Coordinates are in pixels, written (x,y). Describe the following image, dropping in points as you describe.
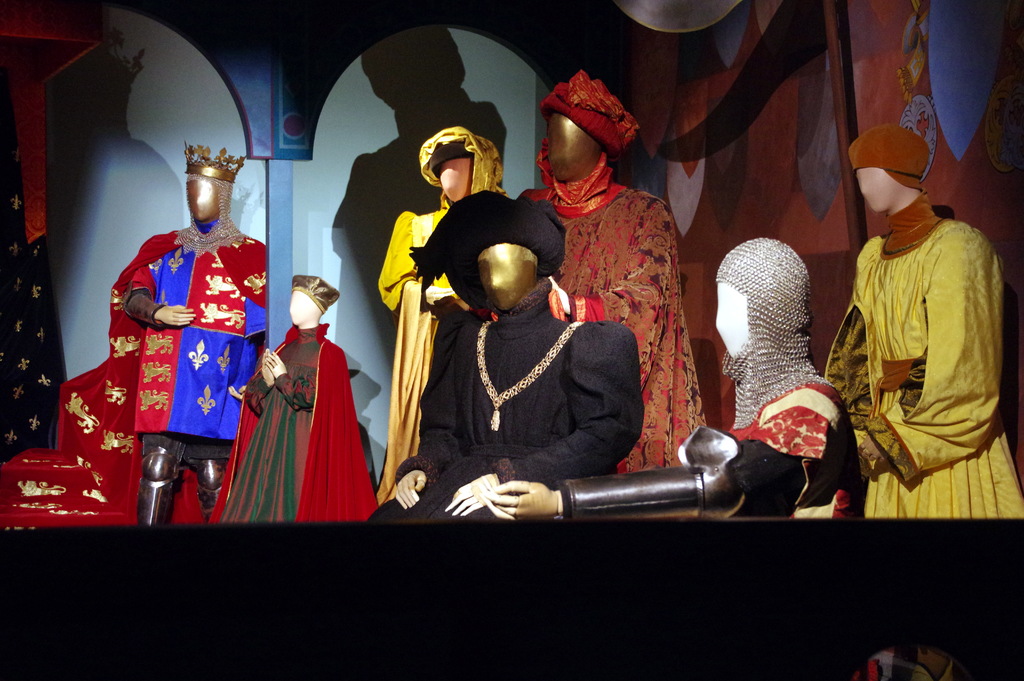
In this picture we can see mannequins (464,388), clothes (465,388), poles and some objects (489,390) and we can see a wall (315,261) in the background (251,205).
